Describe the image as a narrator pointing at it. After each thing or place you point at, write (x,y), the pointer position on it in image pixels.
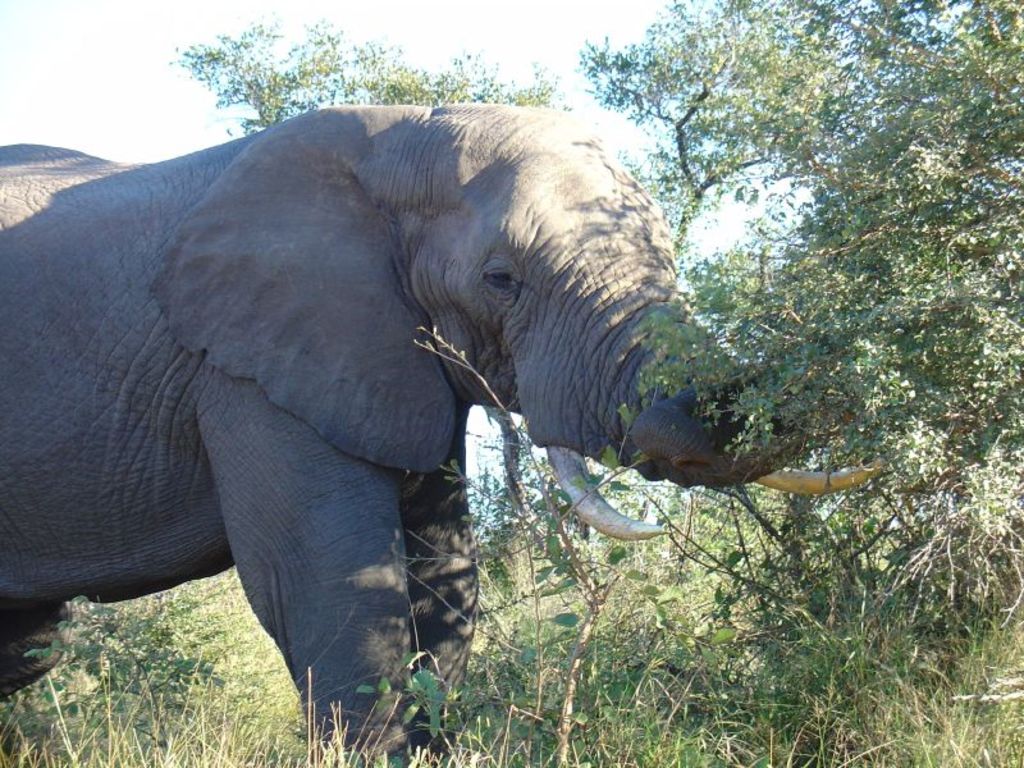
In this picture, we can see an elephant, grass (880,715), plants (923,223) and the sky (556,98).
